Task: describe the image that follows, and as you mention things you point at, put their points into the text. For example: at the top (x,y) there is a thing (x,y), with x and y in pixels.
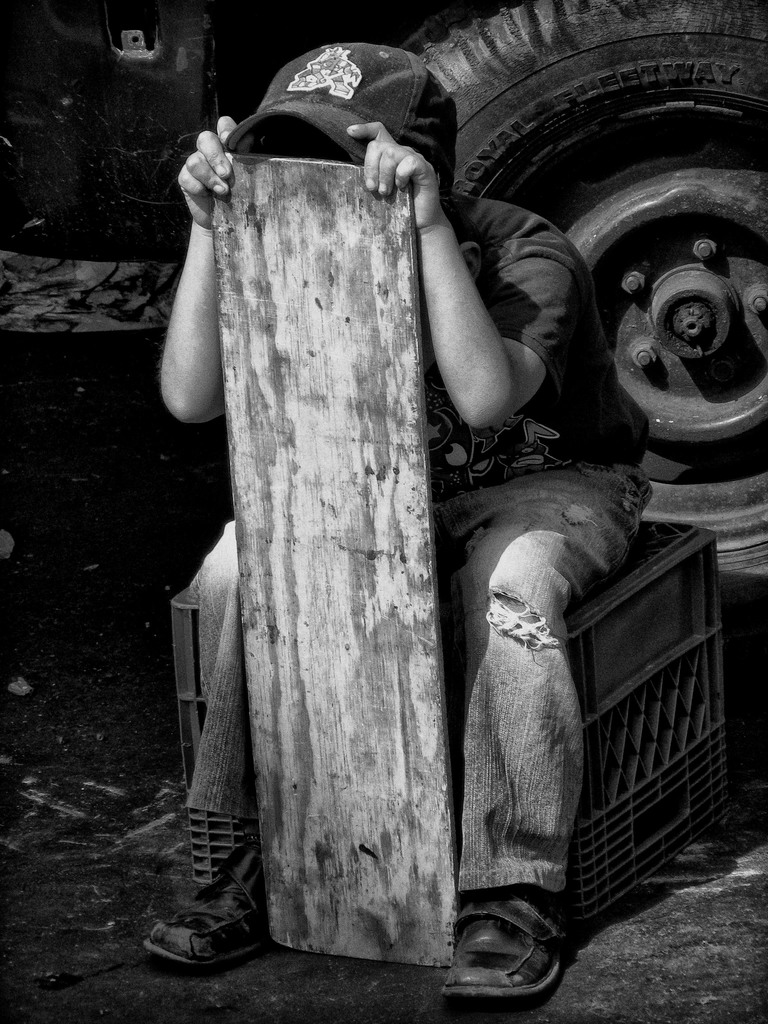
This is a black and white image. In the image there is a plastic box (643,642). On the box (588,614) there is a boy (466,282) sitting and kept a cap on his head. And he is holding the wooden object (328,571) in his hand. Behind him there is a vehicle (275,25) with tire (640,34).
